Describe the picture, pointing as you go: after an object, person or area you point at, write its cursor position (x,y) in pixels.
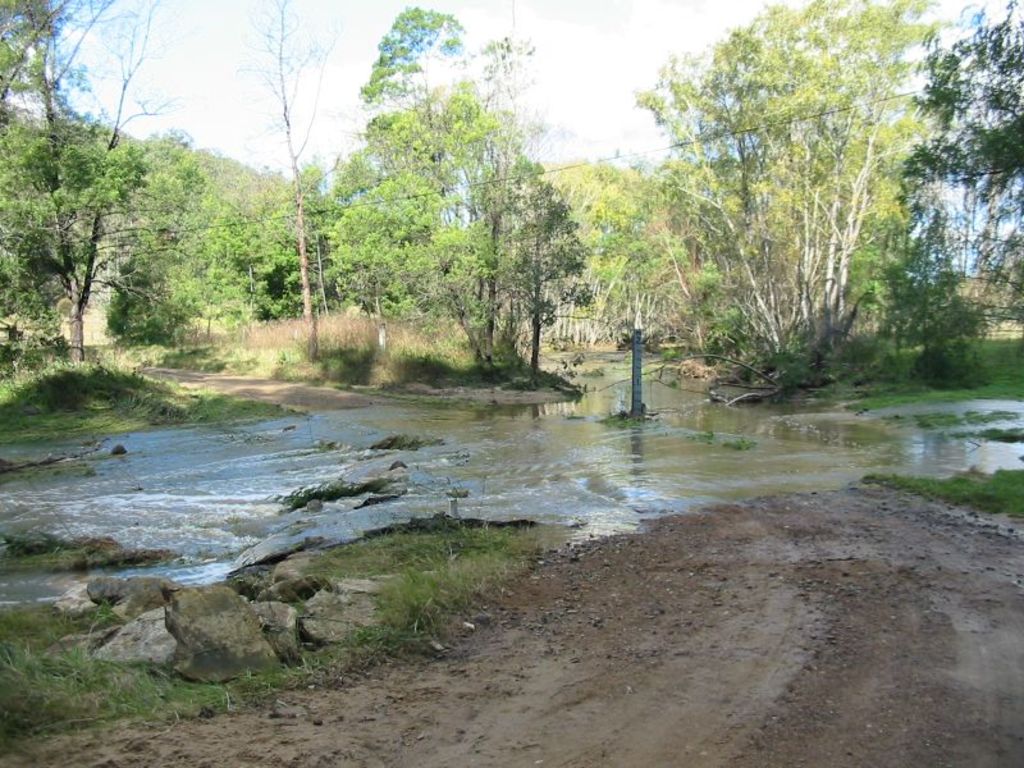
This picture is clicked outside. In the foreground (582,692) we can see the ground (255,754), rocks (264,639), green grass (110,686). In the center (606,484) we can see a water body (474,469). In the background (574,107) we can see the sky (594,72), trees (530,262), grass (329,329), plants (215,326) and some other objects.
